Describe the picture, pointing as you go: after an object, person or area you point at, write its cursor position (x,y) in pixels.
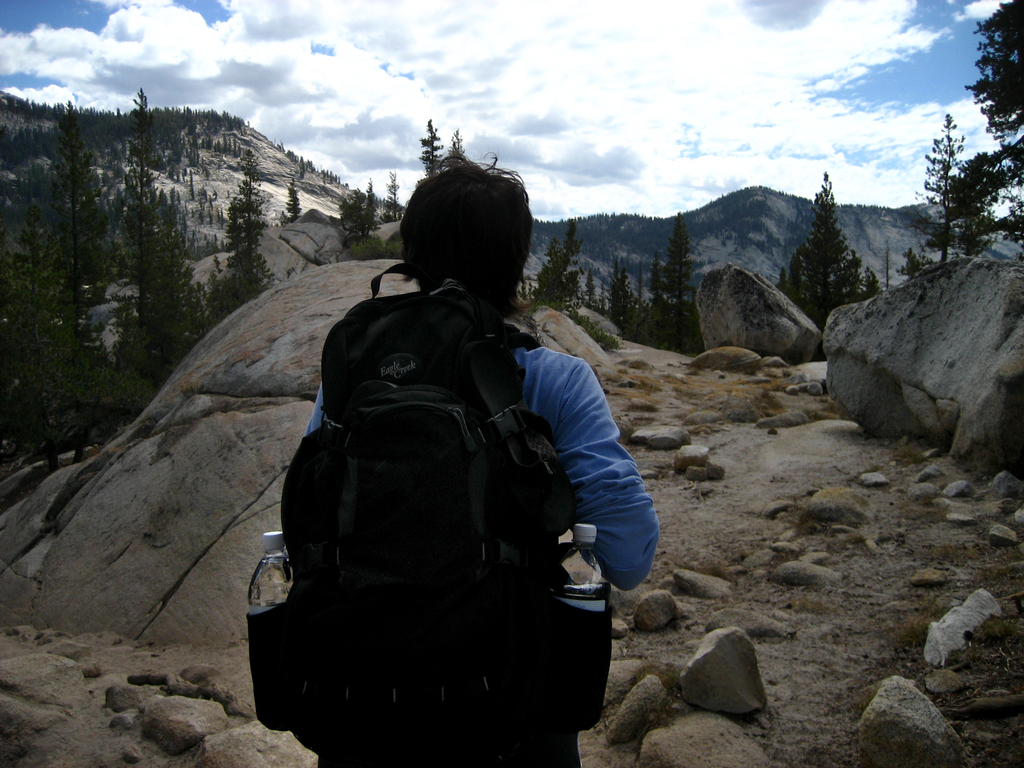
In this Image I see a person (478,274) who is carrying a bag (403,567) and there are 2 bottles (581,549) in it. In the background (10,630) I see the rocks (1018,285), trees (977,202), mountain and the sky (158,93).
